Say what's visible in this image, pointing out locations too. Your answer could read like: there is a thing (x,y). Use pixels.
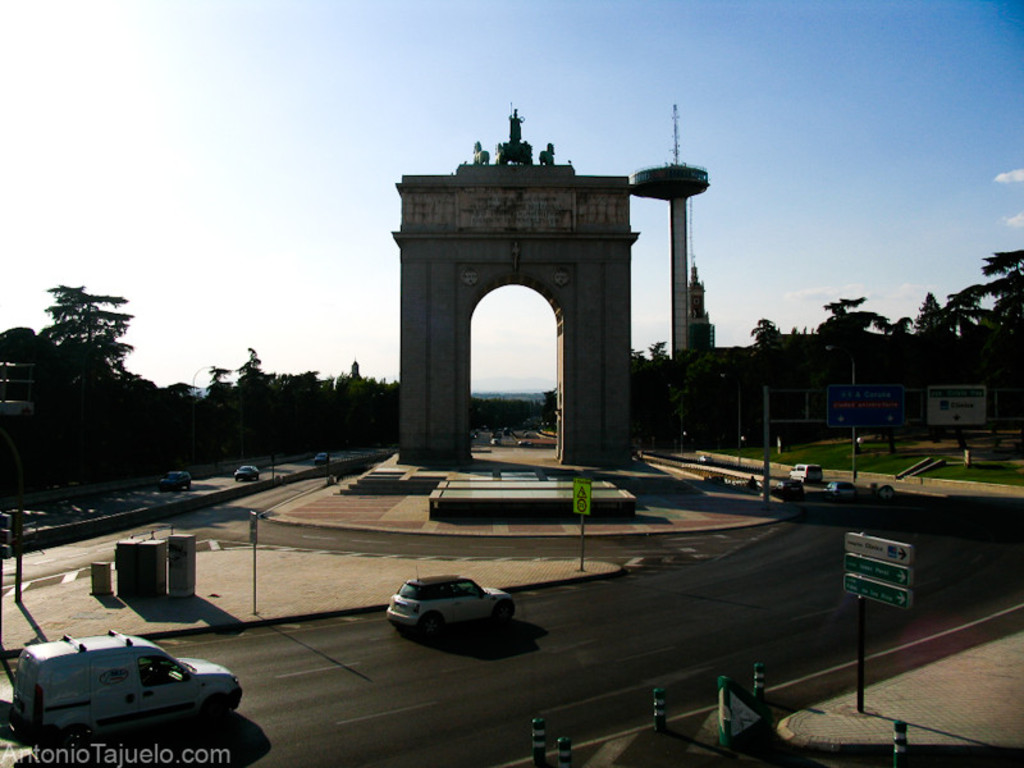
This is an outside view. At the bottom (179,695) there are few vehicles (186,684) on the road (479,699). On both sides of the road (571,594) I can see the poles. In the middle of the image (422,352) there is an arch (407,425). In the background (137,425) there are many trees (249,417). At the top of the image (252,140) I can see the sky (158,216). In the bottom left (85,749) there is some edited text (85,756).
